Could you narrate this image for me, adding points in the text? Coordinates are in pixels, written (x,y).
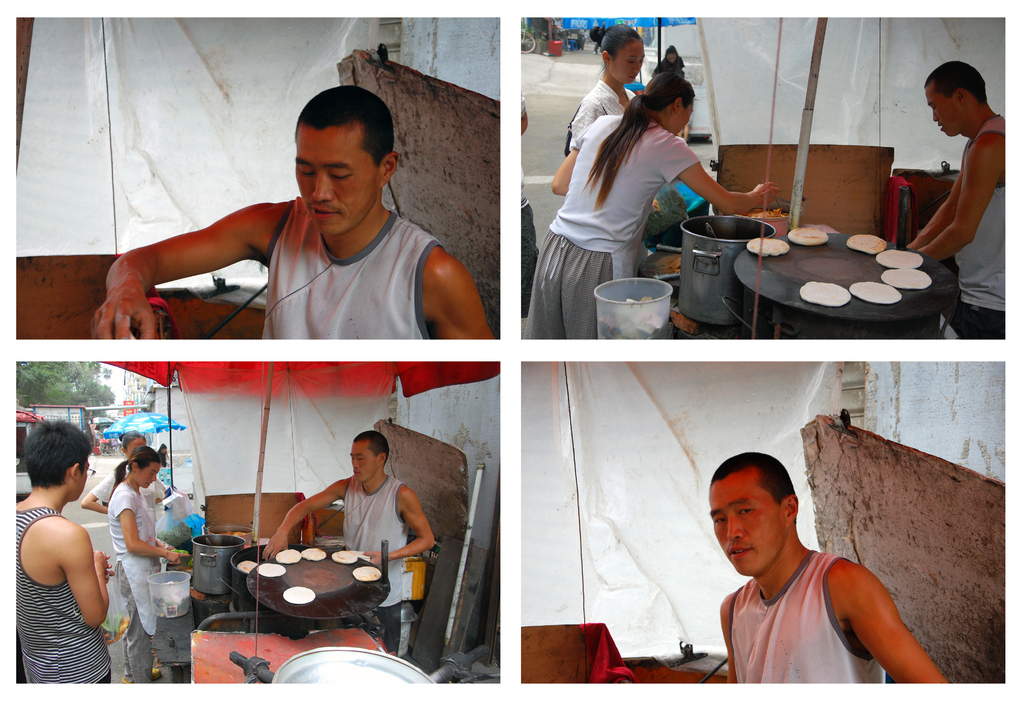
In this image we can see the collage picture. There are people (368,234) standing and holding a cover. And there is a box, umbrella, pan (332,604), tent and few objects (216,612) and there is a food item (289,594) on the pan (282,577). And at the back (101,428) there are vehicles (116,446) on the road (94,527).
